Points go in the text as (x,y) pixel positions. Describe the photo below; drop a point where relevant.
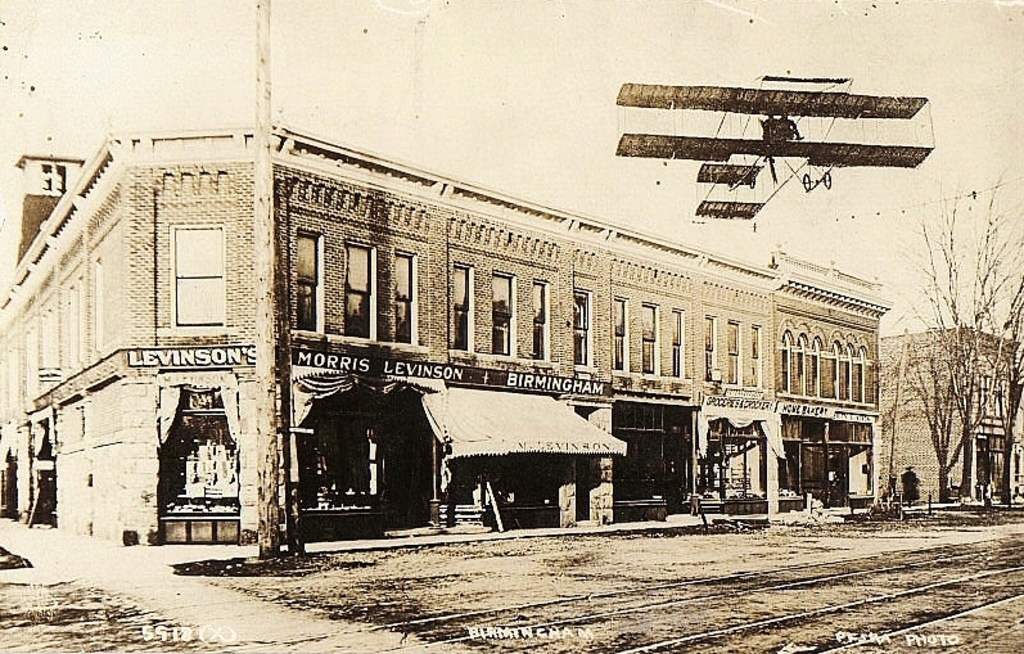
This image consists of a building (562,373) along with windows (97,324). At the bottom (990,546), there is a road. In the front (267,141), we can see a pole (259,236). At the top (785,140), there is a plane (786,148) flying in the air (789,172). On the right (1023,355), there is a tree (947,400).
